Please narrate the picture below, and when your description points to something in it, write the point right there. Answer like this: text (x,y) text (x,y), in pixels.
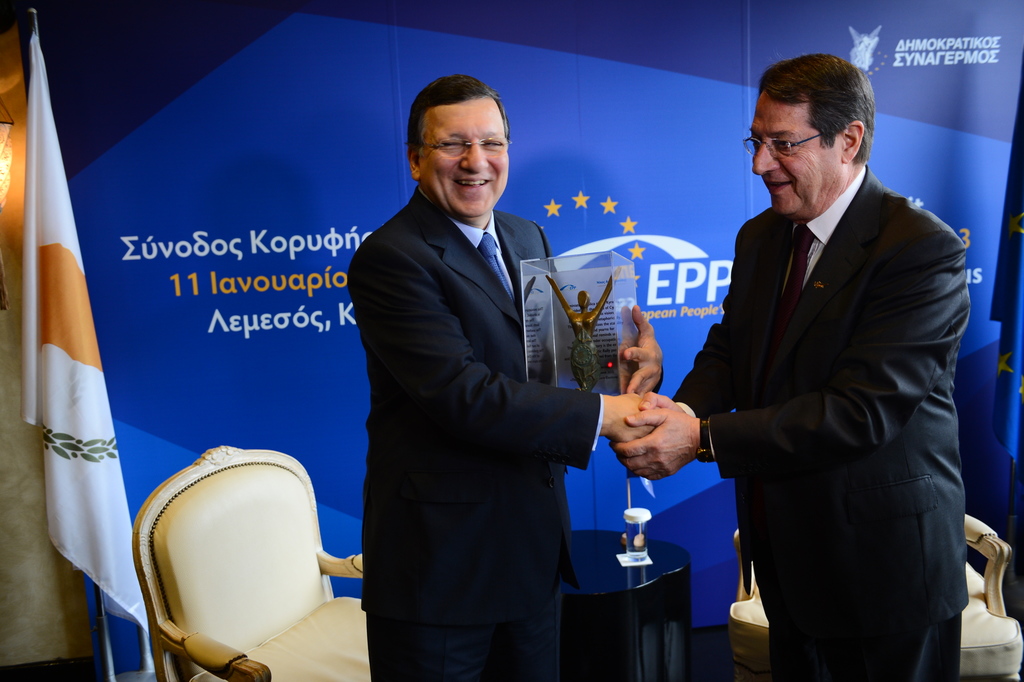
On the background of the picture (550,60) we can see a hoarding (480,65). This is a flag (81,465). These are chairs (206,635) behind these two men (881,502). Here we can see men (759,371) shaking their hands (622,451). This is a Award (540,309) and these two men (771,190) hold a smile on their faces (479,174).
